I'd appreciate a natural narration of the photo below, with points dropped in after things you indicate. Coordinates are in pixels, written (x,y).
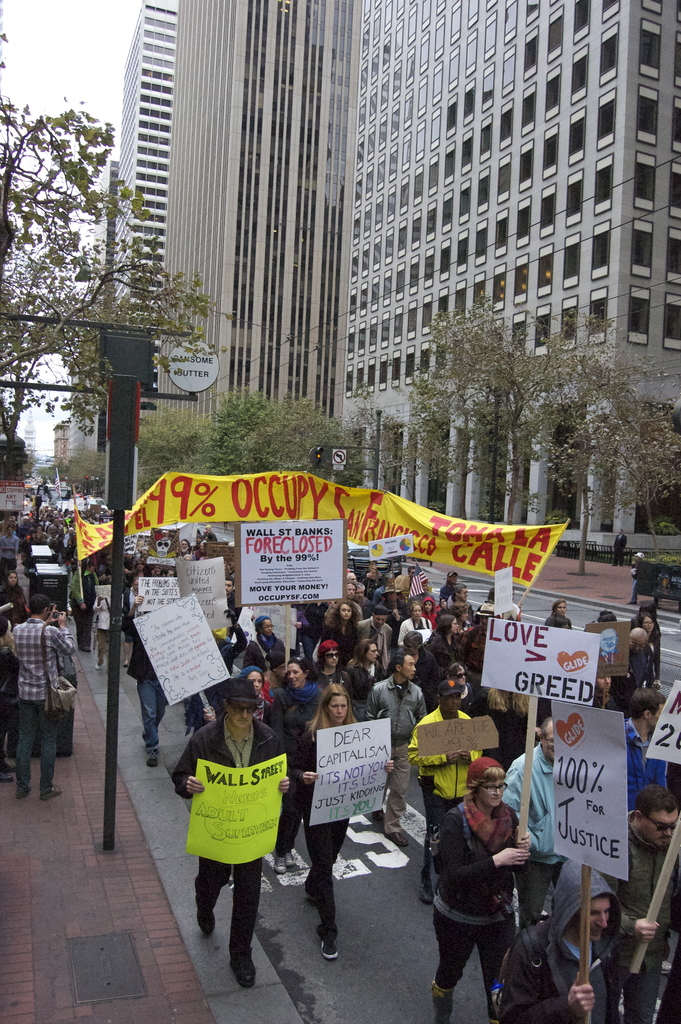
This picture describes about group of people (282,739), few people (248,711) holding placards (317,601), beside to them we can find a pole (121,530), few trees (142,322) and sign boards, in the background (554,253) we can see few buildings (363,225).
